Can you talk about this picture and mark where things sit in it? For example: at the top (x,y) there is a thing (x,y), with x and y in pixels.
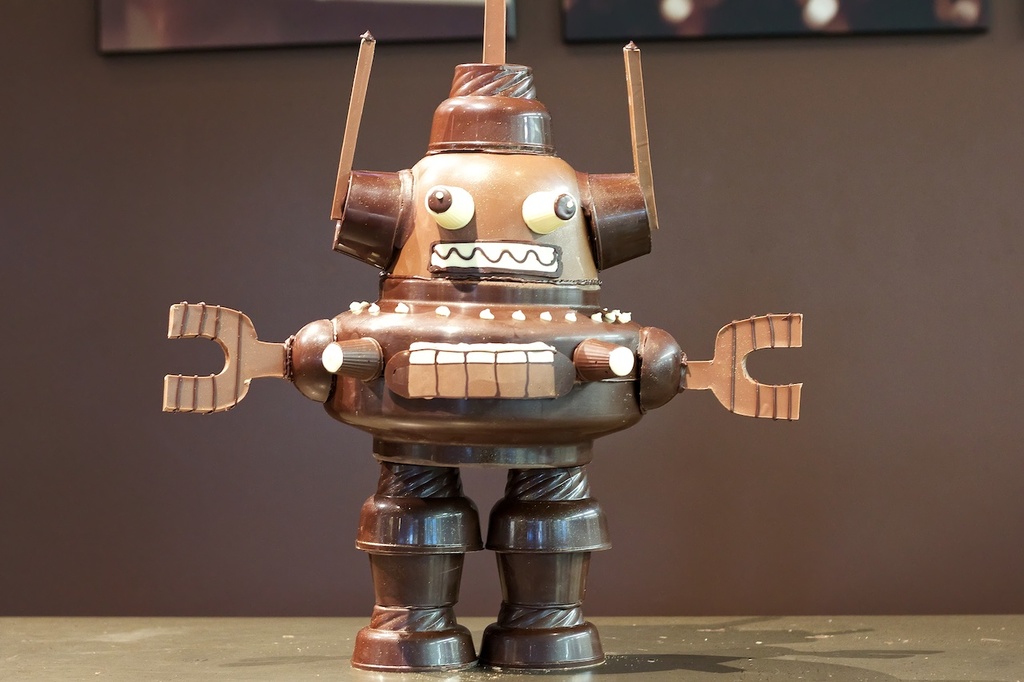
In this image I can see a brown colour thing (494,233) over here. I can also see this image is little bit blurry from background (869,36).
